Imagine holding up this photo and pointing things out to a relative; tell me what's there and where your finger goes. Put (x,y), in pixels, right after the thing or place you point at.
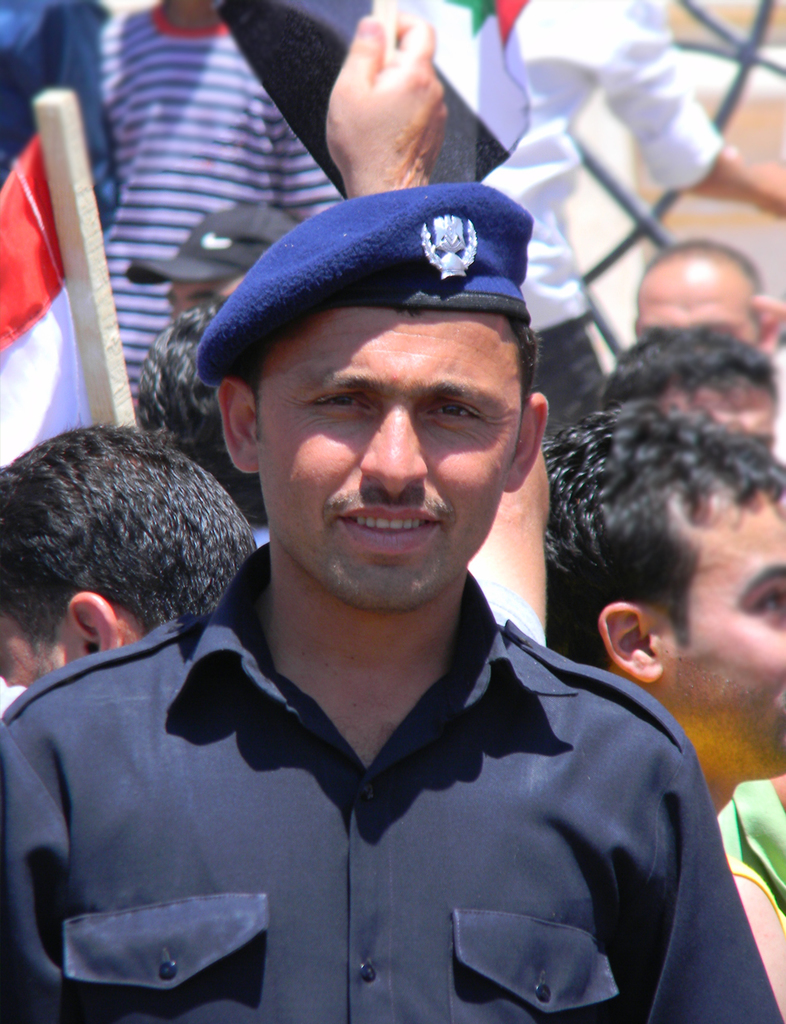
In the center of the image (316,435) there is a man (252,621) with uniform (303,699) and a blue cap (446,253). In the background (396,170) there are few more persons (642,417). There is also a flag (47,365) to the wooden stick (95,305).
